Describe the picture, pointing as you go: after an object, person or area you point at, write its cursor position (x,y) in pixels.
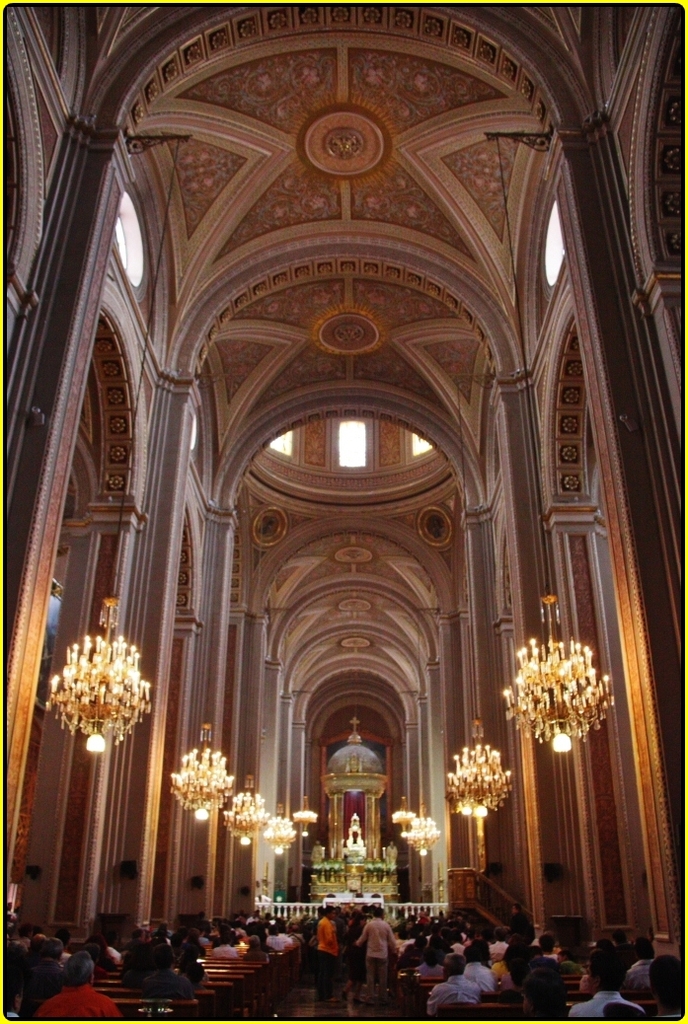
This is a picture of the church (265,795) in this picture, at the bottom (85,970) there are some people (118,959) who are sitting on benches (228,964) and some of them are standing. In the center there are some chandeliers (119,695), and on the top (235,341) there is ceiling (470,451) and some pillars (491,690).
